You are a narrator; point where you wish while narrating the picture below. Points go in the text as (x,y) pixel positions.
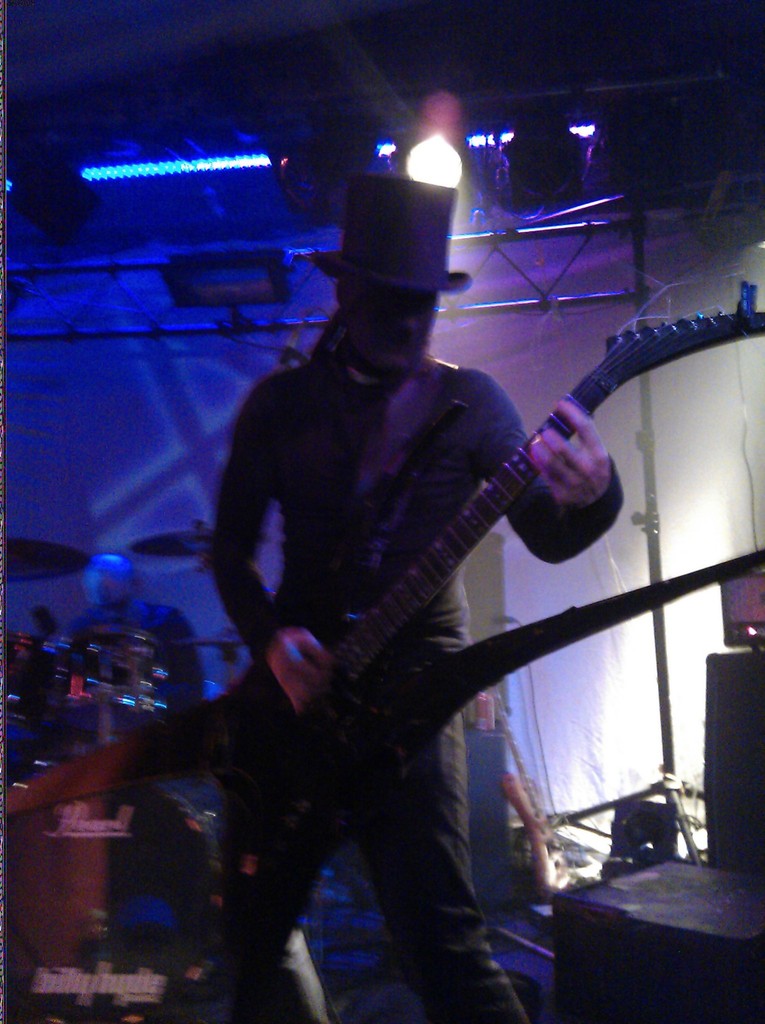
In this image I can see a person (364,316) wearing the hat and holding the guitar (392,600). In the background (86,553) there is a drum set (85,667) and the light (443,171).
